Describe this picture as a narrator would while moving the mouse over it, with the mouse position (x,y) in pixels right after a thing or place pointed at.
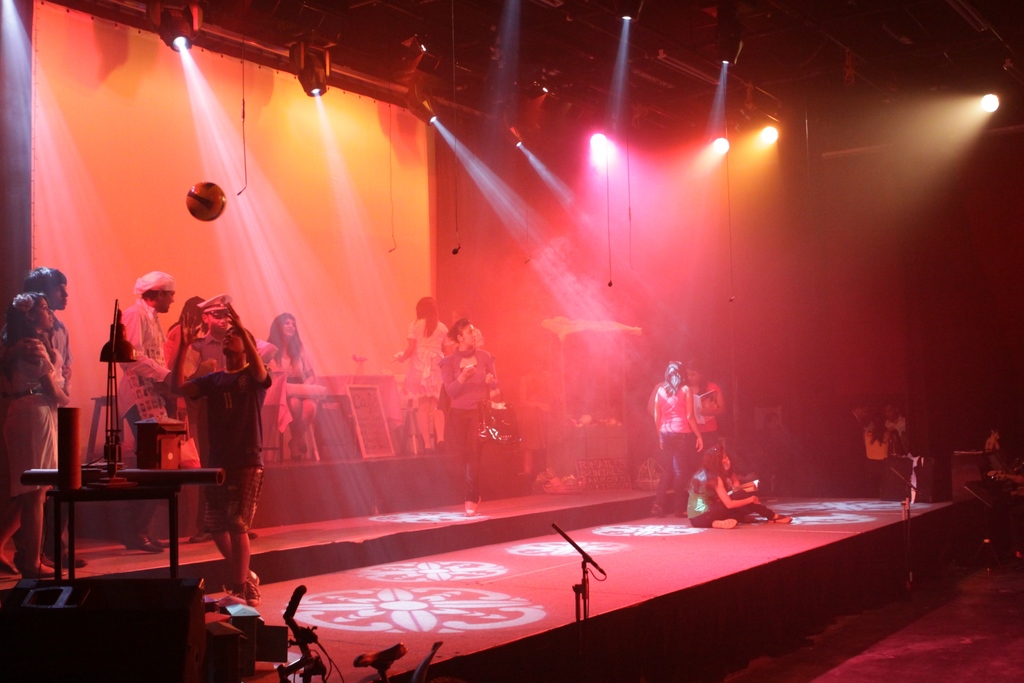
In this Image I can see the group of people (217,509) are on the stage (347,512). To the left (71,547) I can see some objects (68,474). In the top (396,192) there are lights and the banner (318,206).
